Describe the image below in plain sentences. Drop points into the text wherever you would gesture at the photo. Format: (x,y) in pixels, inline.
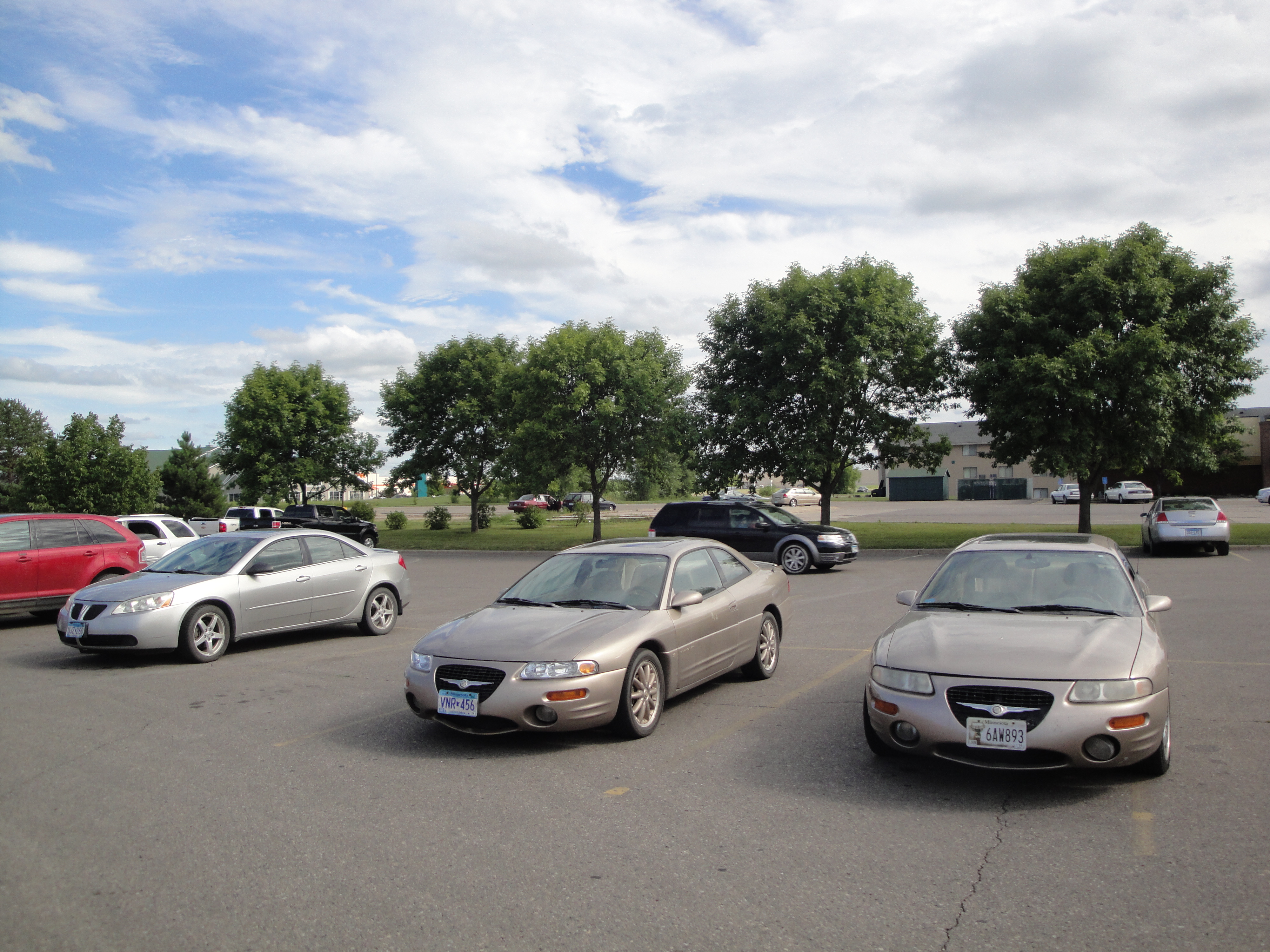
In this image we can see group of vehicles (622,597) parked on the ground (705,690). In the middle of the image (779,467) we can see a group of trees (694,481) and in the background (981,465), we can see a building (981,465) and a cloudy sky (647,216).
